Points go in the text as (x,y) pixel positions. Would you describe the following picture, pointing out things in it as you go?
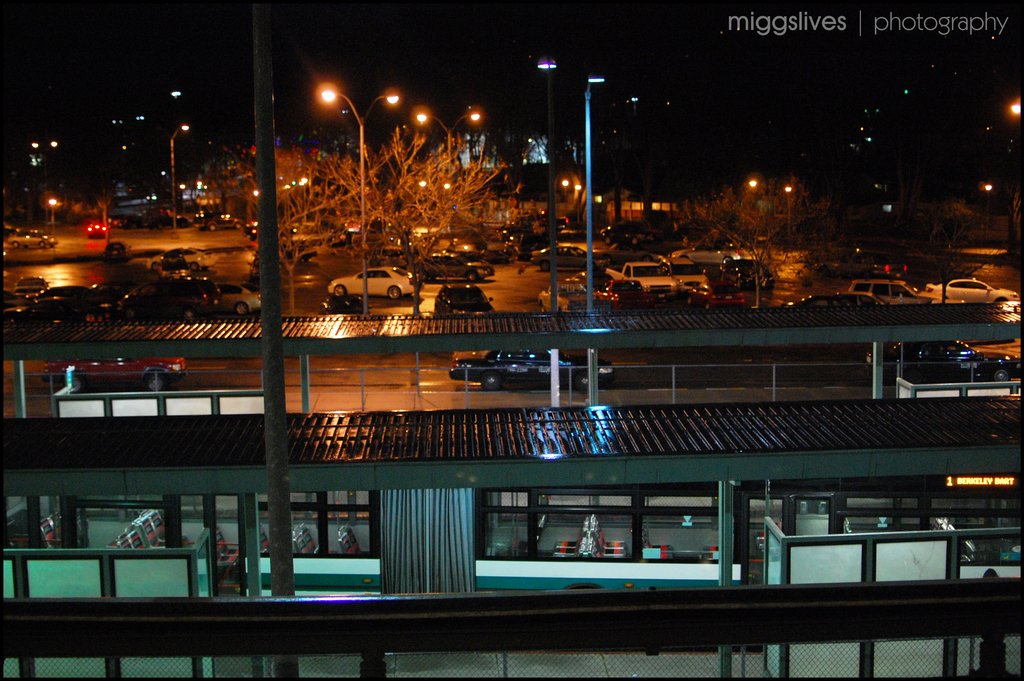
In this picture we can see a bus (351,535), platform (772,401), fence (817,389), trees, poles (553,181), lights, vehicles (500,243) on the road (815,286) and in the background (974,49) it is dark.
